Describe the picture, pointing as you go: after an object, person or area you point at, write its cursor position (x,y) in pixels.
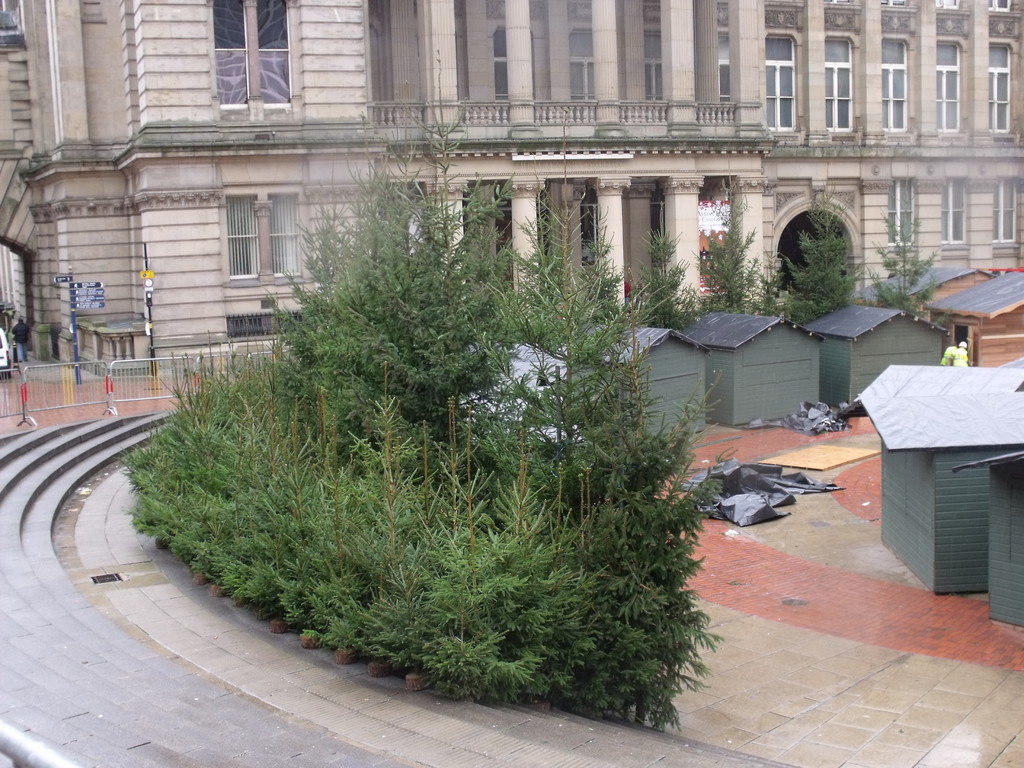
Here in this picture we can see a building (57,157) with number of windows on it present over there and in the front of it we can see number of plants (548,505) and trees (568,276) present over there and we can also see small rooms (732,375) with roofs (987,299) on it present on the ground (860,541) over there and on the left side (110,383) we can see barricades (130,387) present and we can also see sign boards (87,303) present on poles (149,353) over there and on the left side (45,654) we can see steps (63,640) present over there.
